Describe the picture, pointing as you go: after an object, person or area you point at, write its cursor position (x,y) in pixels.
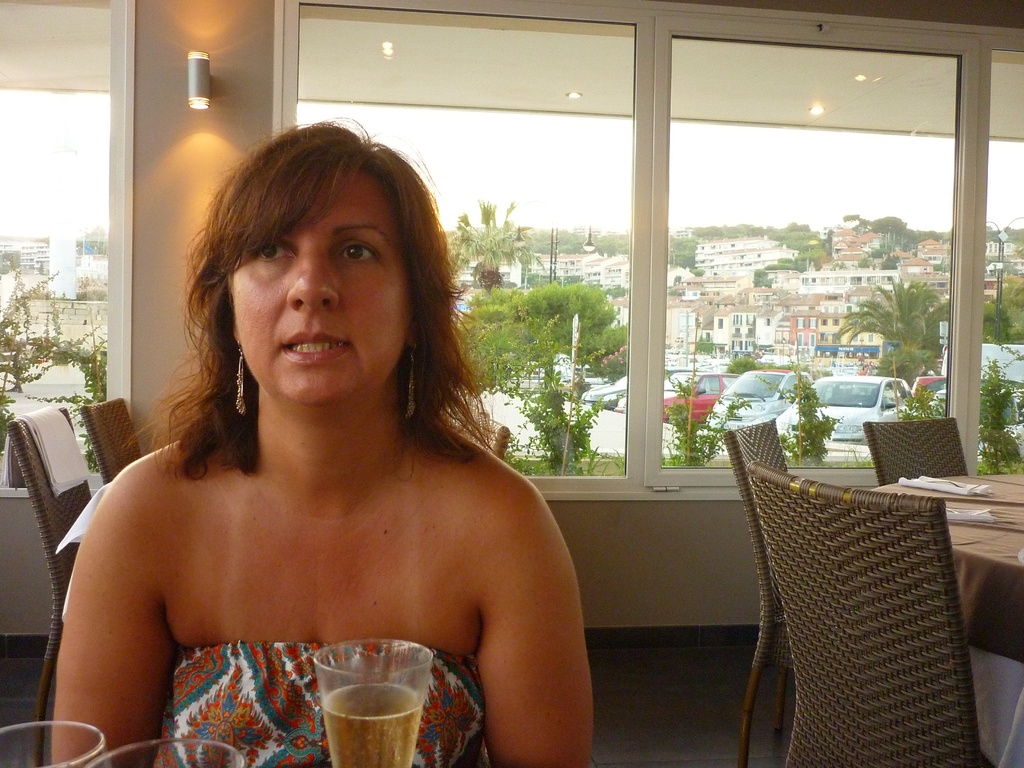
This woman (361,593) is sitting in the chair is having a glass (346,702) in front of her. In the background (700,283) there are glass windows (609,226) through which new cars (743,396) are appearing and there are also buildings (742,294) which we can see. These are the trees (517,315) and this is the sky (592,209).
